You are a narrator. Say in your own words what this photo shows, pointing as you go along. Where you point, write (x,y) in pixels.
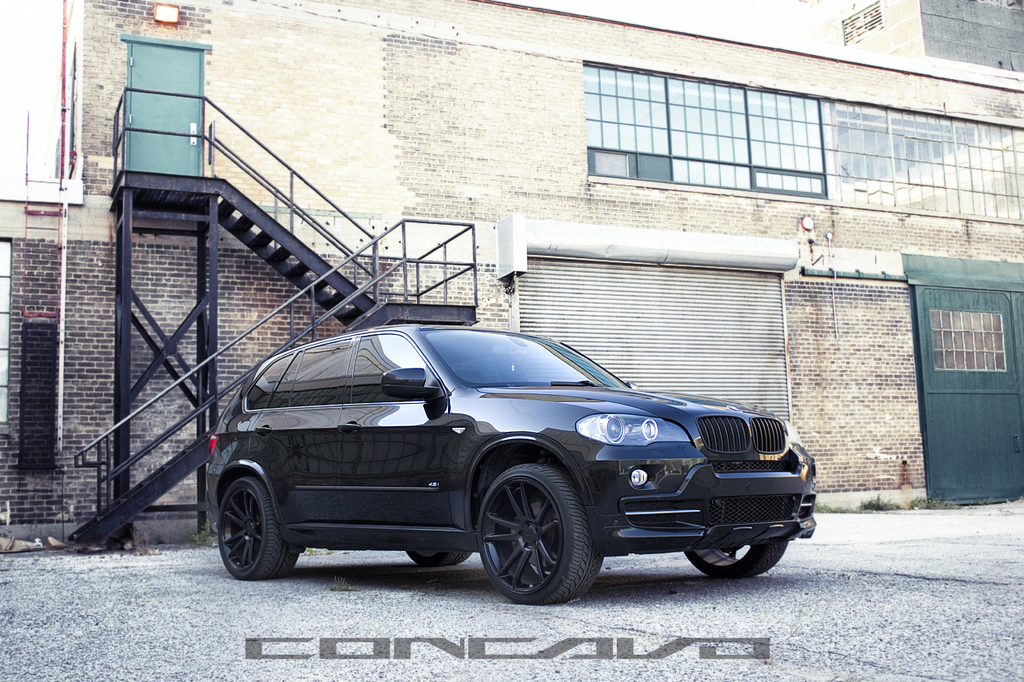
In the picture we can see a car (236,561) which is black in color and behind it, we can see a building (87,478) with glass windows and shutters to it and beside it, we can see steps (292,242) with railing (410,222) and on the top of the steps (168,193) we can see a green color door (169,70).
